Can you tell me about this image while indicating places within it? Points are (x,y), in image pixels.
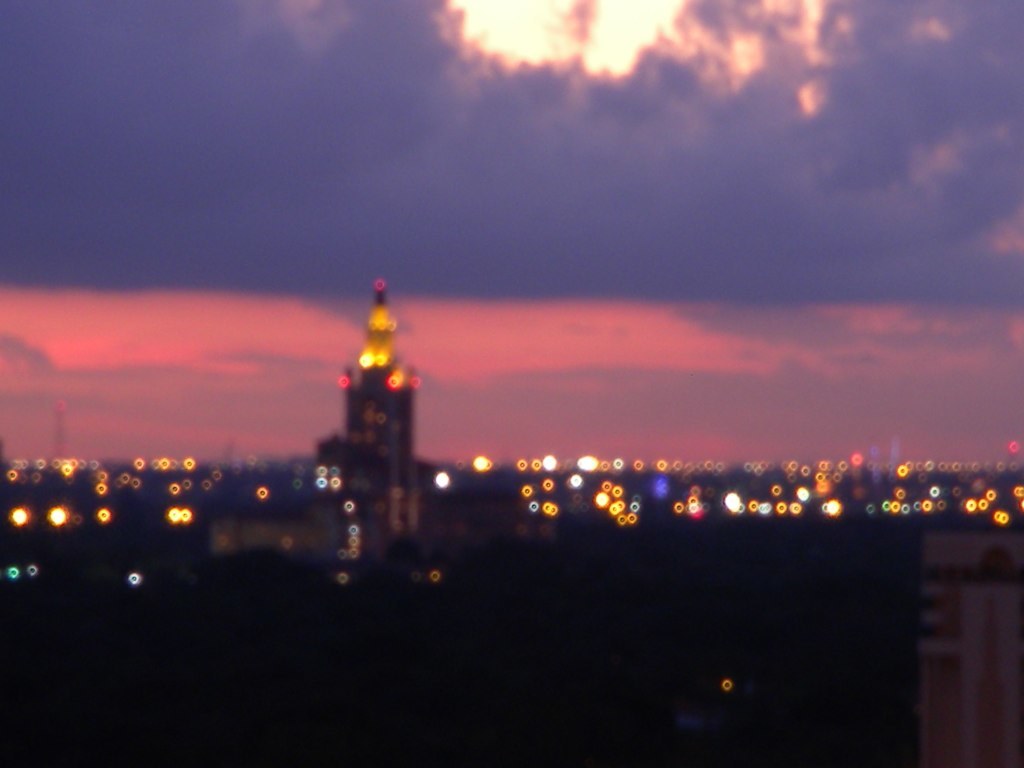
In the image there is a building (383,490) and also there are many lights (971,499). And it is a blur image. At the top of the image (540,174) there is sky (581,170) with clouds (560,153).
